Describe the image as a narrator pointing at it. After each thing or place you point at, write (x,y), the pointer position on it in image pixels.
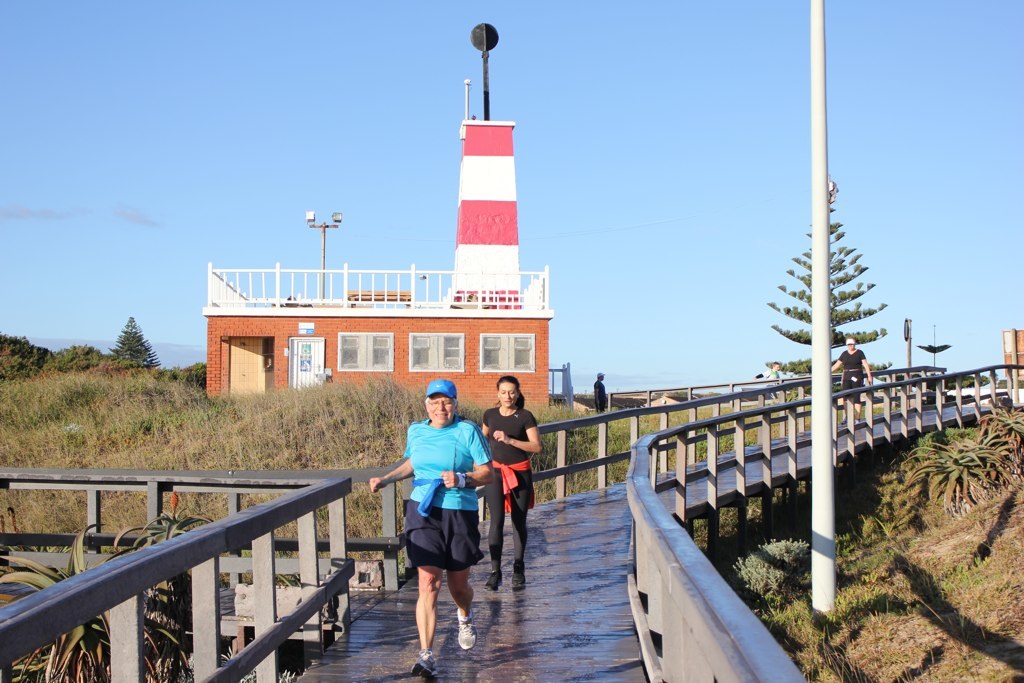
In this image I can see there are total three women (413,451) running on the bridge (616,516), and on the right side (825,360) there is a pole (827,373), and the background (673,85) is the sky (647,97).
